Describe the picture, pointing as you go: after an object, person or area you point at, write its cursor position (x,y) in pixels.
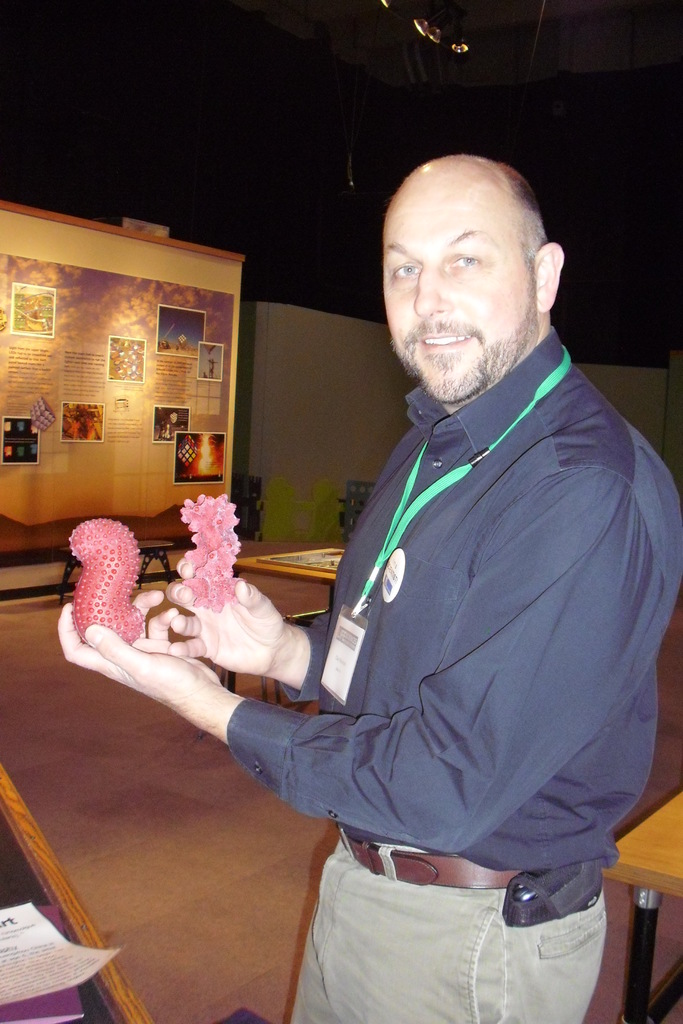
In this picture we can see a person (181,602) holding objects (125,604) in their hands (294,654). There is a paper (34,943) and a book (72,996) on a table (96,990). We can see a few posts (20,335) on a board (20,335) in the background (197,446).
